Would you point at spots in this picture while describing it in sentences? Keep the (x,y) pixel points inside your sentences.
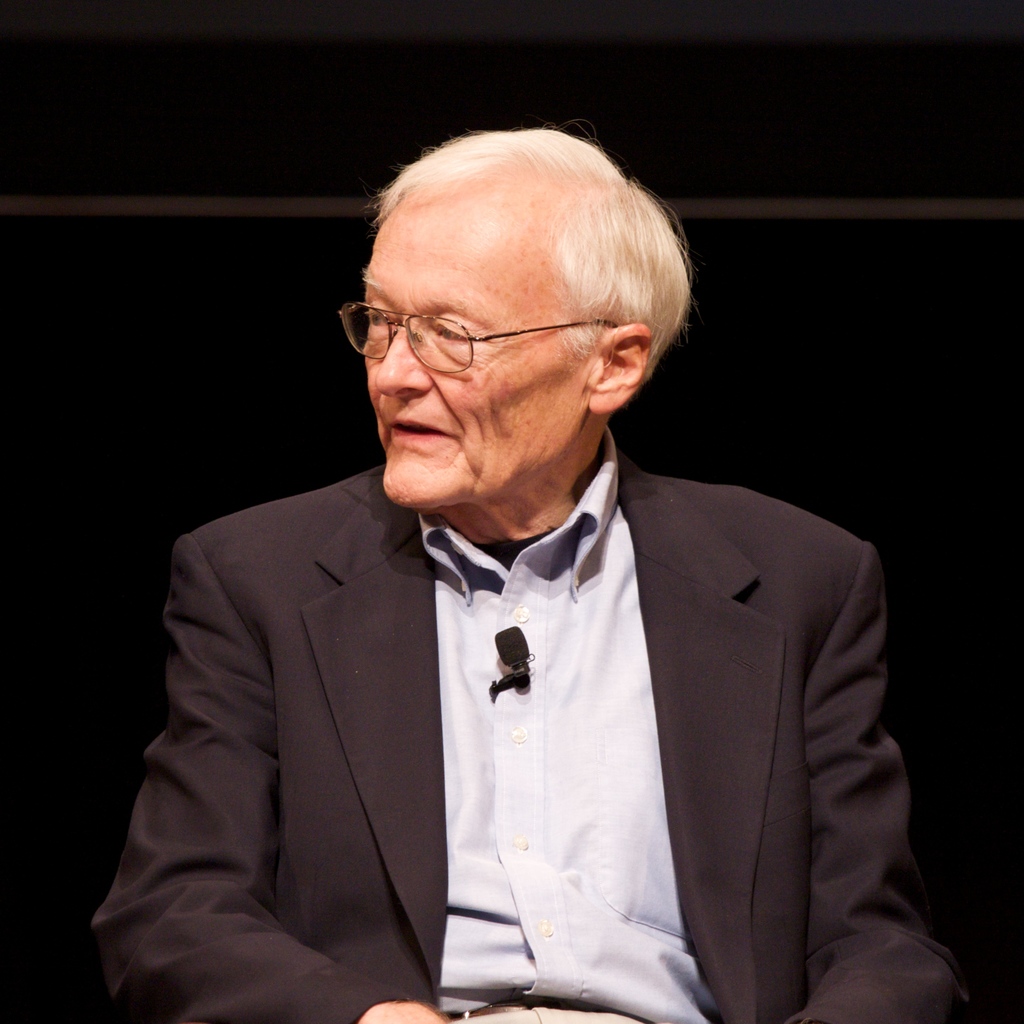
In this picture there is a man (404,490) wore spectacle (442,340). In the background of the image (671,407) it is dark.
